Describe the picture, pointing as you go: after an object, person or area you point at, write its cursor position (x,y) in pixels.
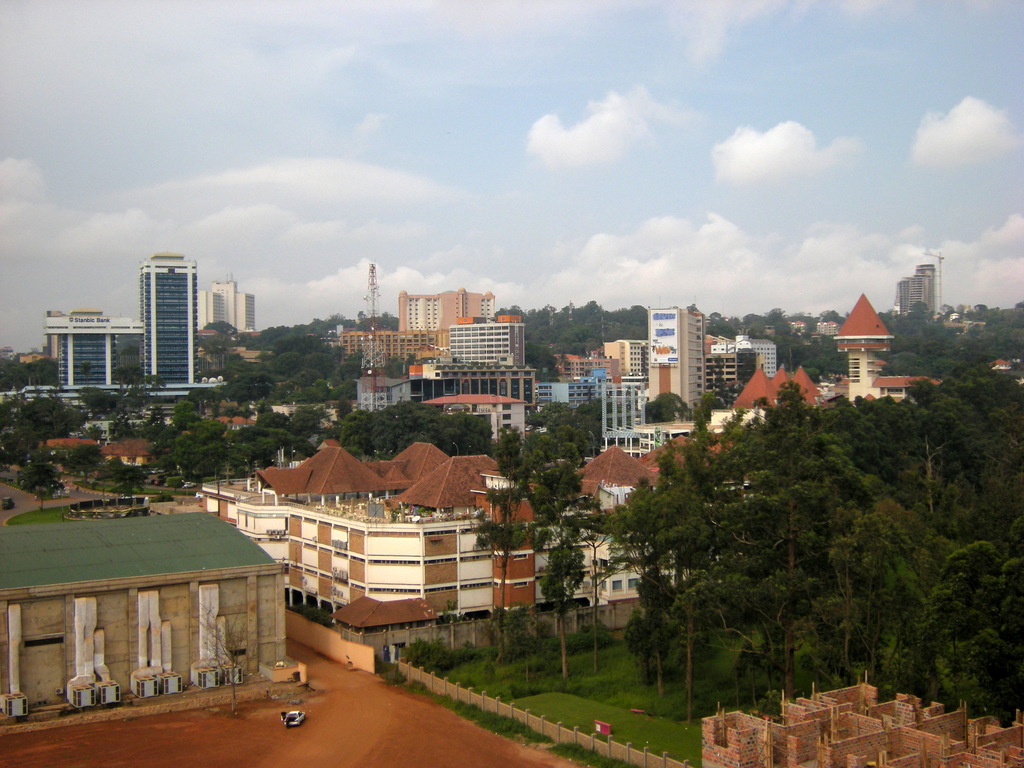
As we can see in the image there are buildings (443,587), grass (590,661), trees (597,645), sky (1017,76) and clouds (556,134).
